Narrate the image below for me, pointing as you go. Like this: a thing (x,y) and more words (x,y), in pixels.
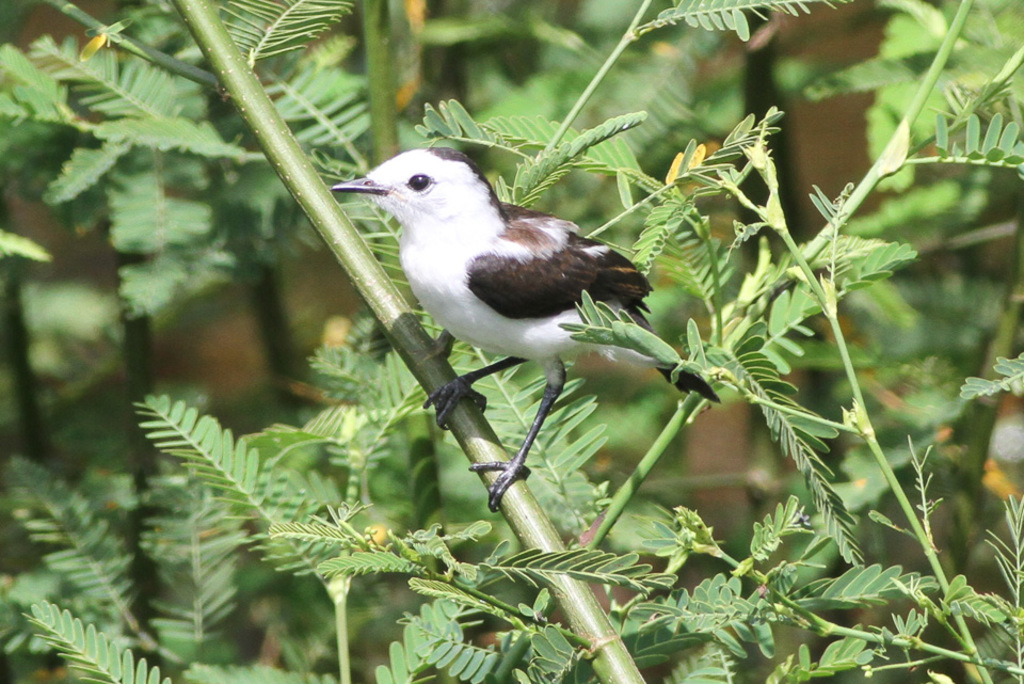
We can see bird (452,284) on stem (475,410) and we can see leaves (428,410). Background (966,494) it is green color.
